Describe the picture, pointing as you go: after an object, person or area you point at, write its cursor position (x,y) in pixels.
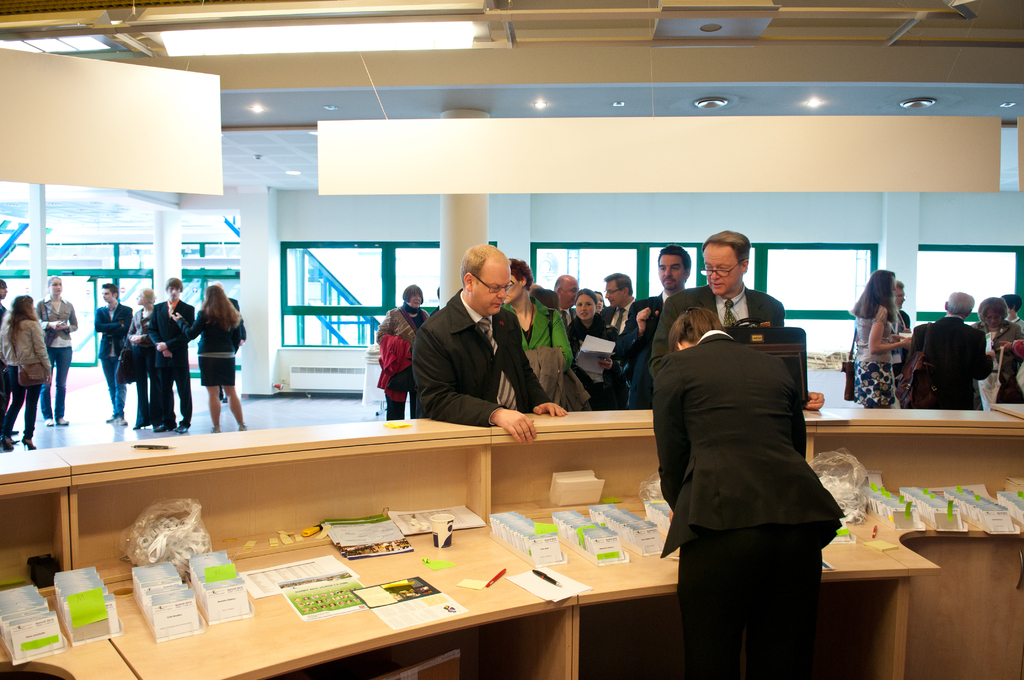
In this picture we can see cards (636,529), papers (351,574), glass (445,527), pens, plastic covers (177,533), tables (620,633), box (430,659), bags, spectacles (705,274) and a group of people (240,404) standing on the floor (196,393) and in the background (166,265) we can see the lights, pillars (486,211), windows (596,285) and some objects (140,147).
